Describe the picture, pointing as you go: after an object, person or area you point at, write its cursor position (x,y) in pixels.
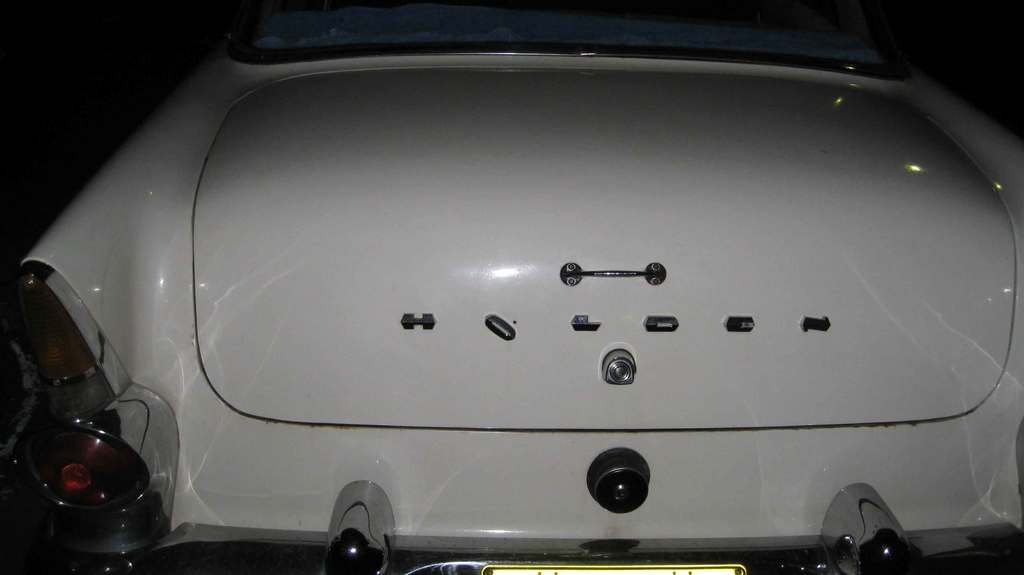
In this image there is a vehicle (579,260) having a handle (579,270) attached to it. Bottom of the image (574,571) a number plate (574,571) is attached to the vehicle (352,469) having few lights (70,493).
